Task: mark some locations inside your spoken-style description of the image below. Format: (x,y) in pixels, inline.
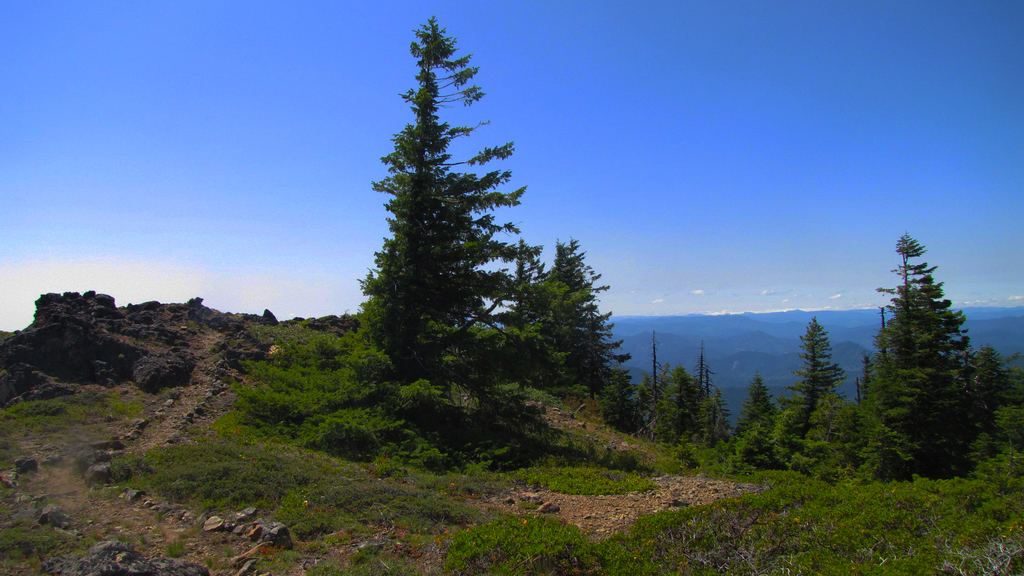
In this image we can see trees (926,357), plants (322,362), grass (27,430) and stones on the ground (158,493). In the background (638,368) we can see hills (637,334) and clouds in the sky (393,114).
